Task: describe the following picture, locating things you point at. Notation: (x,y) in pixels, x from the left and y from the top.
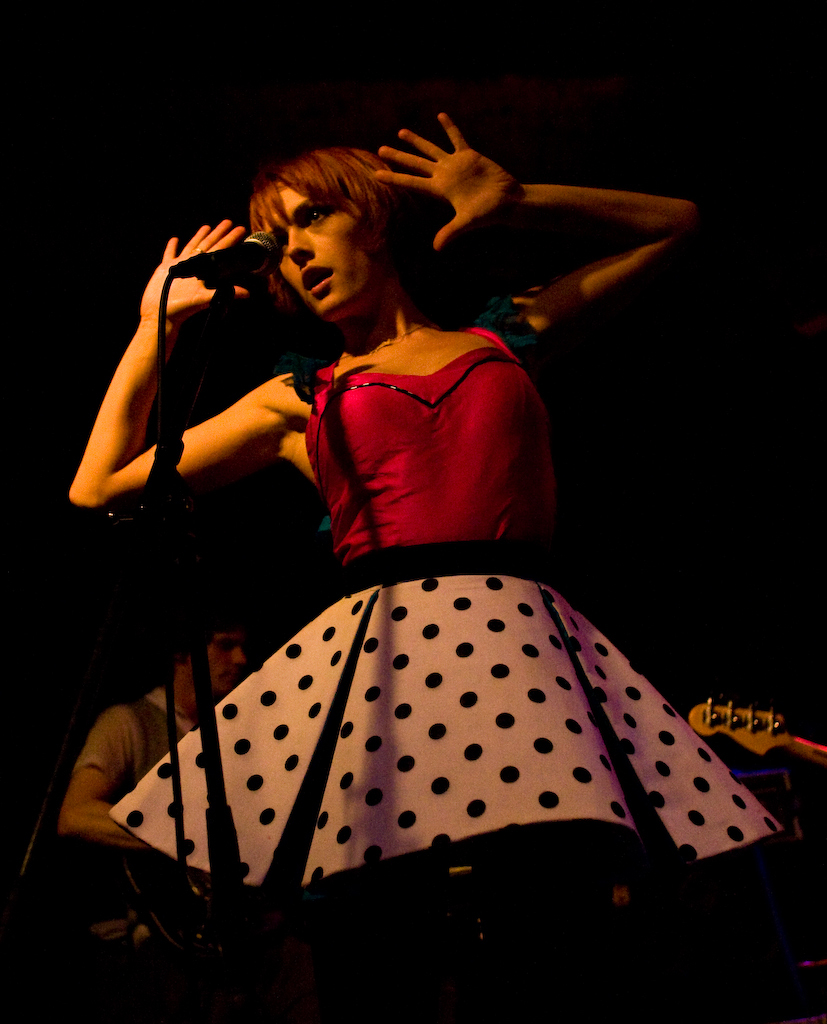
This picture seems to be clicked inside. In the center (418,390) there is a woman (360,379) wearing a frock (370,390) and standing and we can see a microphone (244,264) attached to the stand (193,589). The background of the image is very dark and we can see a person (145,736) and some other objects (780,780).
